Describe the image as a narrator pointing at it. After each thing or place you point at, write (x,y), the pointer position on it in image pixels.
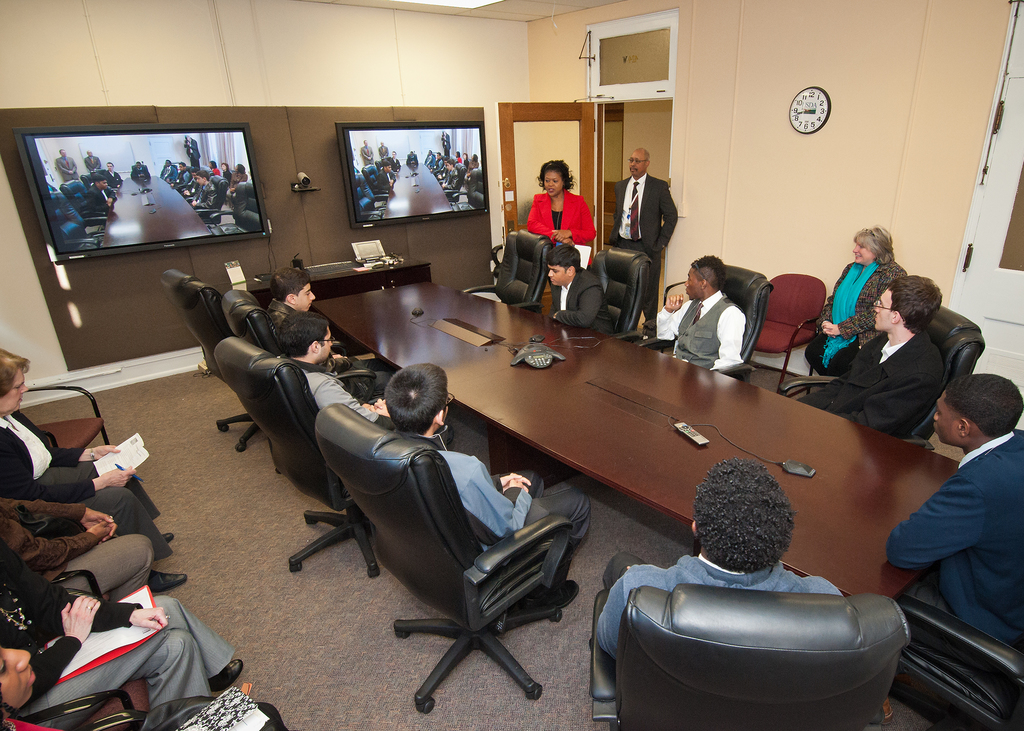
In this image I see lot of persons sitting on the chairs (531,286) and 2 of them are standing over here. I can also see there is a table (574,407) over here. In the background (602,105) i see 2 T. V's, a camera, door (562,134), a clock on the wall (868,10).
